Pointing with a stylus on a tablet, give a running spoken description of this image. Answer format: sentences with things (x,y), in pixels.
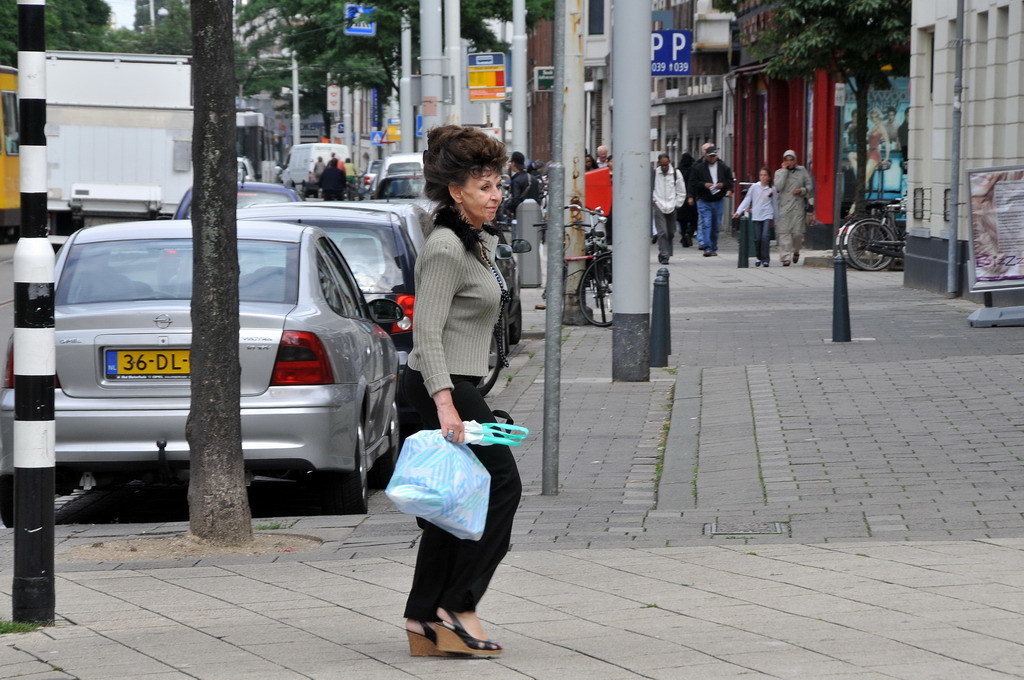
In the image in the center, we can see one woman (416,402) standing and holding some object (456,460). In the background (399,131) we can see buildings (973,79), poles (557,209), trees (863,82), sign boards (679,58), banners (894,96), vehicles (163,65) and few people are walking on the road (954,307).
